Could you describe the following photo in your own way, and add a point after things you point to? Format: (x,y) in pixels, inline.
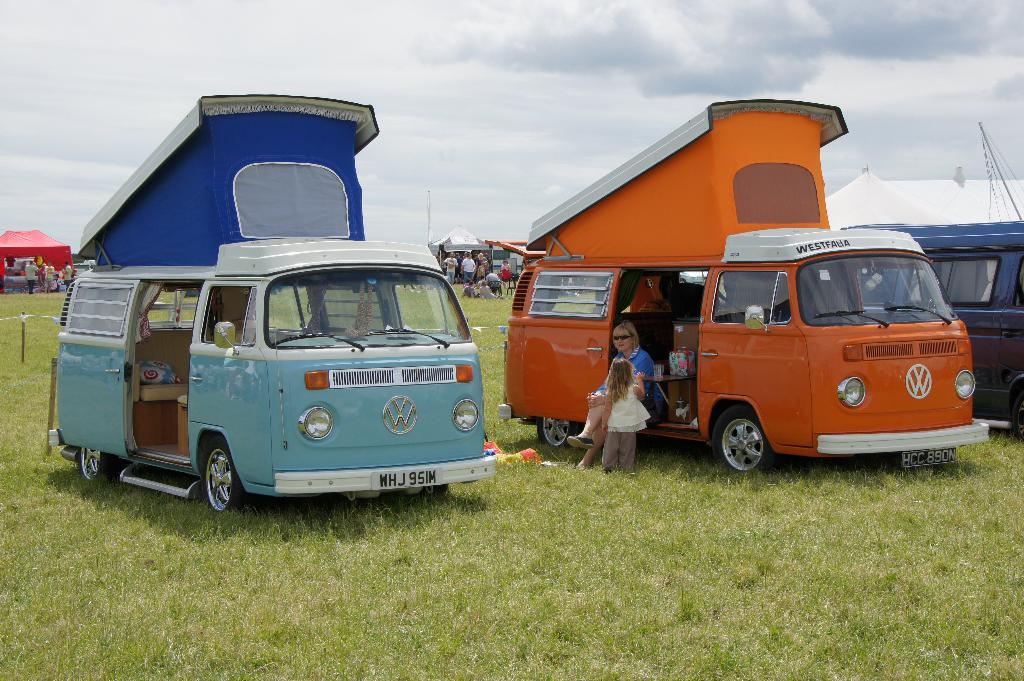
On the left side (208,219) there is a van (367,413) in blue color, on the right side (778,362) there is another van (766,356) in orange color, a woman (644,386) is sitting on it. She wore blue color t-shirt (637,349) and a baby (612,365) is standing near to her. At the bottom (652,495) it is the grass (457,616), at the top (464,43) it is the cloudy sky (485,78).
